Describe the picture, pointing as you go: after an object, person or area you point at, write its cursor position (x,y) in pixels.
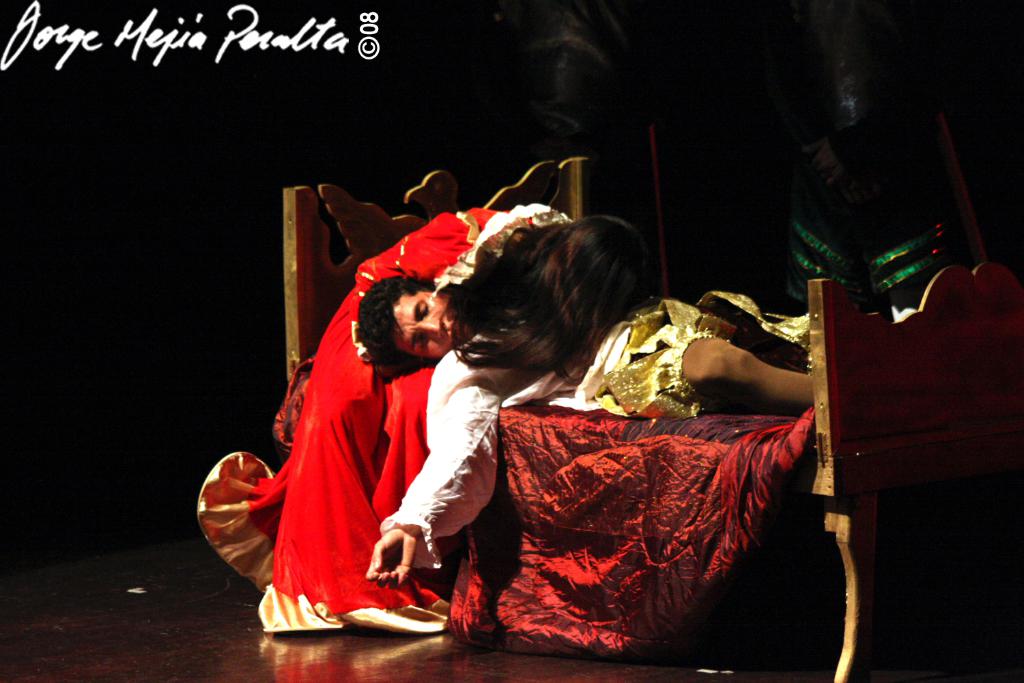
In the center of the image (350,419) there is a bed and we can see people (495,347) wearing costumes (326,428) and lying on the bed (605,434). There is a cloth (646,474). In the background (901,299) there is a person (857,190) standing.
